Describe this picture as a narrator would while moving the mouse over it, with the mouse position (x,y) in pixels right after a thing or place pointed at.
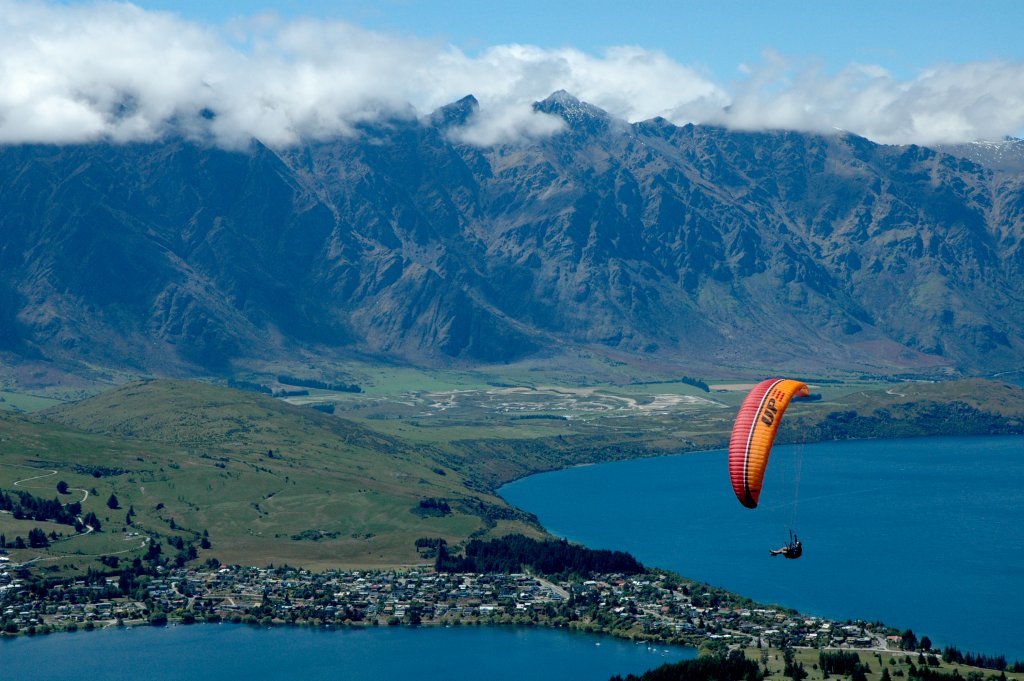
In the middle of the image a man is doing paragliding. At the bottom of the image (4,674) there is water (1010,581) and there are some trees (358,609) and buildings (362,592). At the top of the image (910,62) there are some hills (1012,280) and clouds (211,49) and sky (991,29).
